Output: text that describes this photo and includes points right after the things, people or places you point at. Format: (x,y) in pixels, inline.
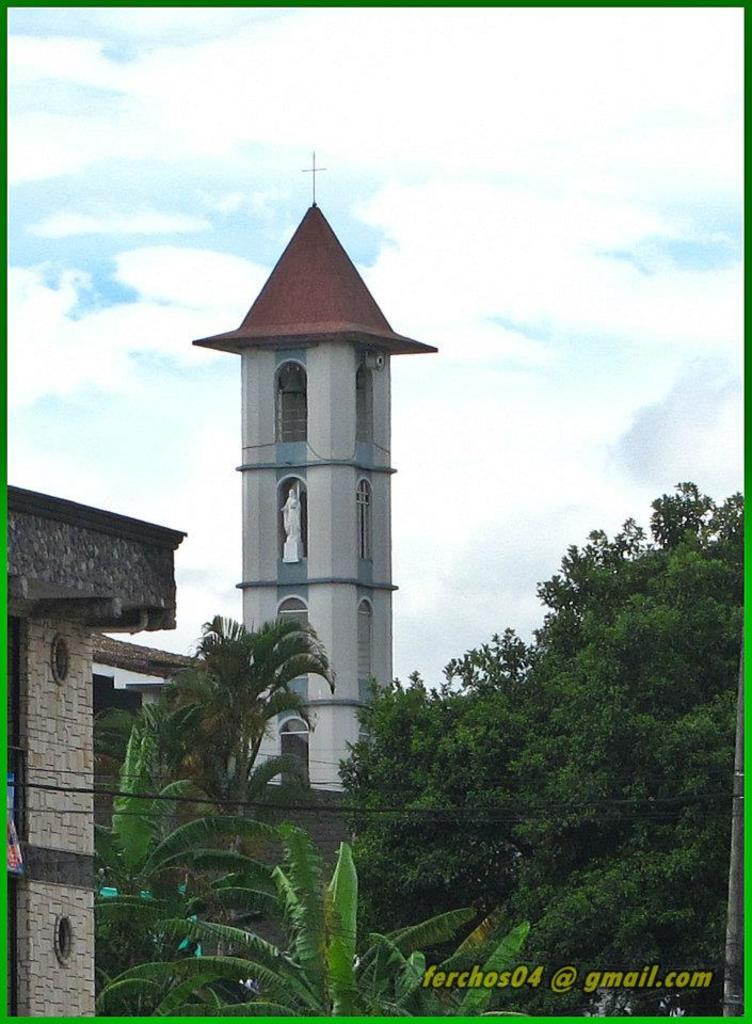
This picture shows buildings (29,754) and we see trees (517,746) and we see a blue cloudy sky (450,165) and we see text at the bottom right corner (605,978).
